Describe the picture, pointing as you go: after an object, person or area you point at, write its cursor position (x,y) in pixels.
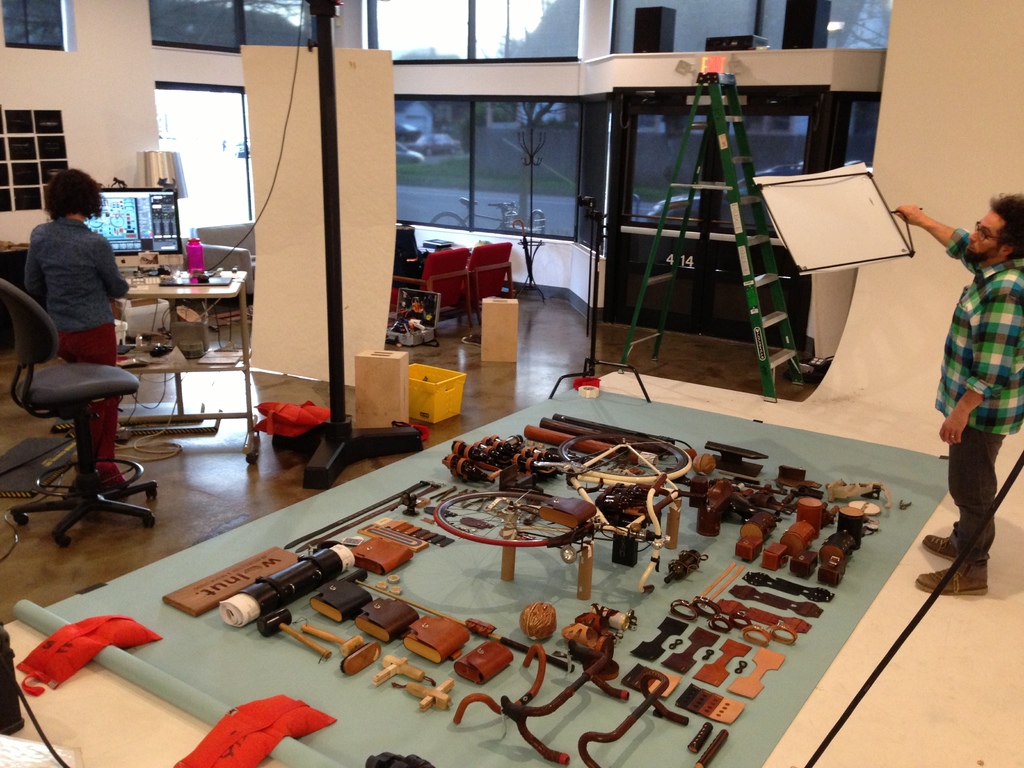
In the image in the center (676,510) we can see some tools (613,532), and on the right side (973,373) we can see one man (973,315) standing. And in the center (672,263) we can see the ladder (692,189). And on the left side (83,283) we can see one woman (95,275) standing. And on the back (500,136) we can see wall (108,57), glass (426,29), monitor (155,224) and some objects (251,262) around them.
